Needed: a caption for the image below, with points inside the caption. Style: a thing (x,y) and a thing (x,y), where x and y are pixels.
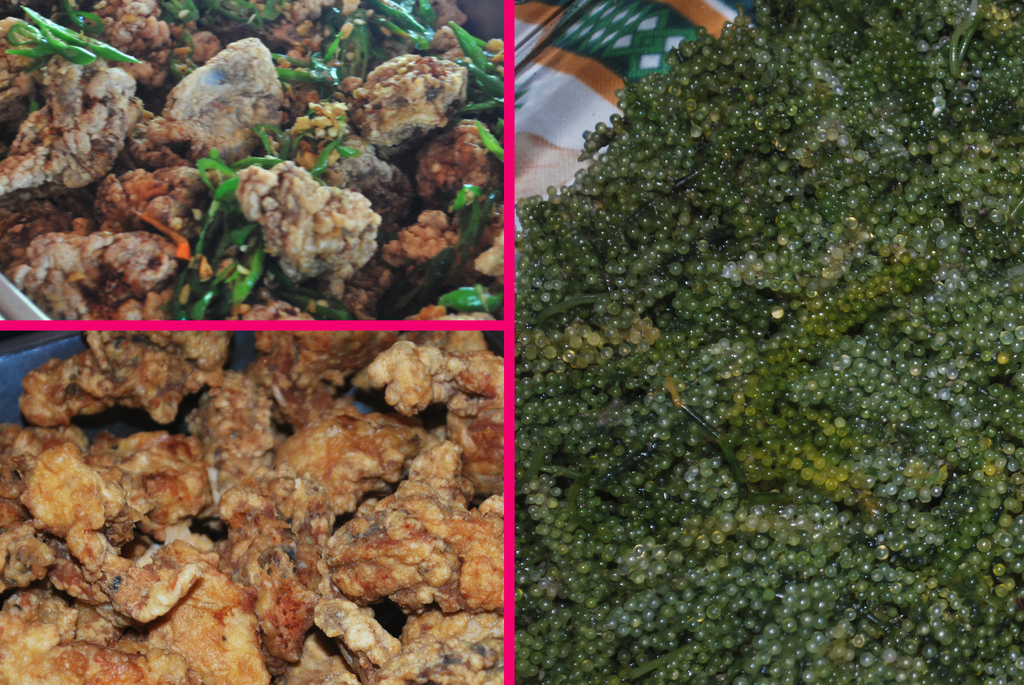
In this image I can see seaweed (784,418), meat items (394,440) and food items (319,228). This image looks like an edited photo.
